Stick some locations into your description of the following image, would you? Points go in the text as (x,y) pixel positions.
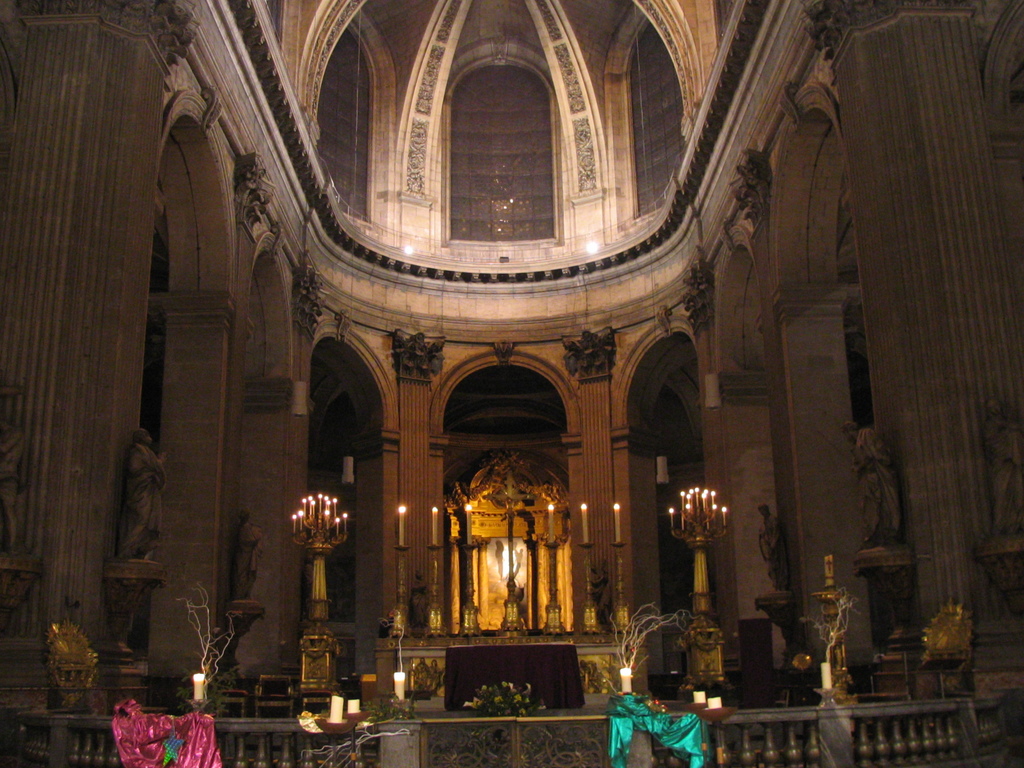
This is an inside view of a church (128,627). At the bottom (487,748) there is a railing (487,748) on which two clothes (189,727) are placed. In the background (327,509), I can see few candles (329,529) on the pillars (694,587). At the top (479,155) I can see the windows (359,113) along with the wall (420,301).
